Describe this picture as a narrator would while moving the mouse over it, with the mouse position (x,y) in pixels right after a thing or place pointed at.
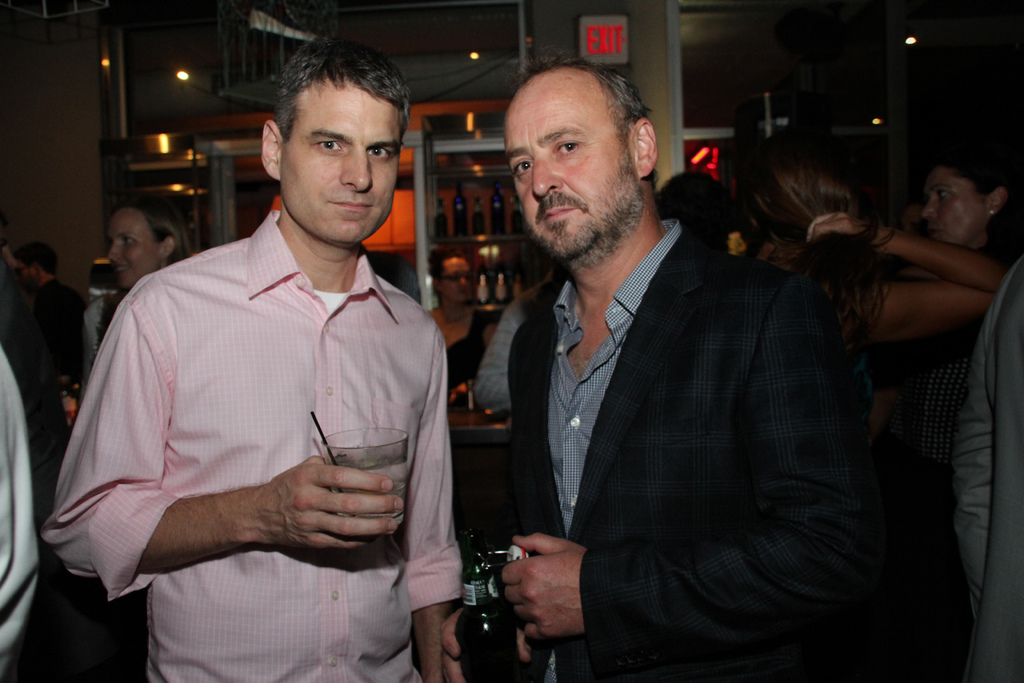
In the image I can see people (599,311) are standing among them the people (325,309) in front of the image are holding glasses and some other objects (493,641) in hands (347,535). In the background (602,61) I can see bottles (453,220), lights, pillar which has a board (599,45) attached to it, lights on the ceiling (507,60) and some other objects (815,74).
